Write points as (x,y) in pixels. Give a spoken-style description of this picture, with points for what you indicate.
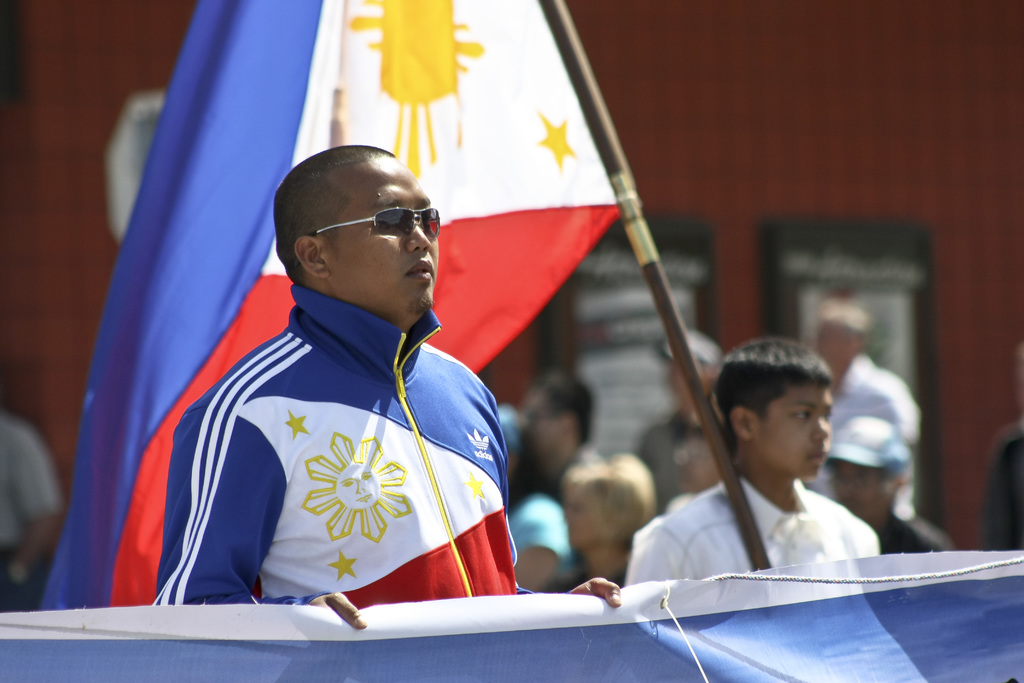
This image consists of a person (357,375), who is standing. He is wearing goggles (316,232). There is another boy (768,434) on the right side (786,487). He is holding the flag (745,529). There is a banner (522,667) at the bottom (471,651).
